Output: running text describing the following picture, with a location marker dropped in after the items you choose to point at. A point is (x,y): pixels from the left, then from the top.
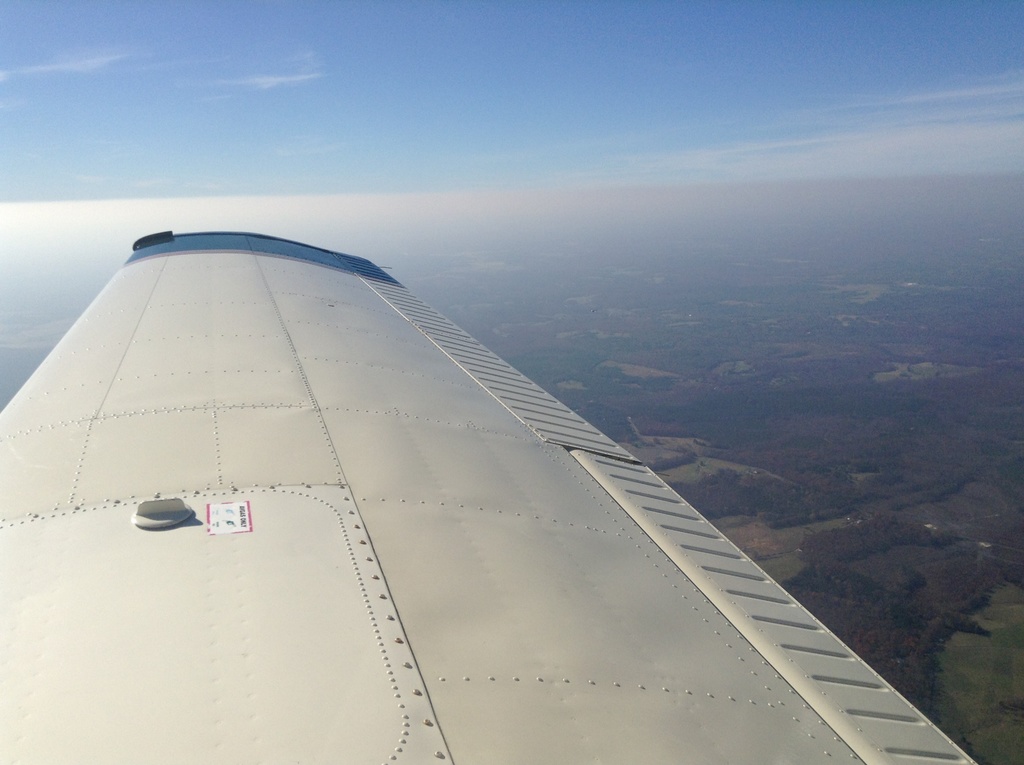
In this image we can see a wing (359,572) of an airplane (419,583) in the sky (65,233). In the background (905,374), we can see a group of trees (868,612).
